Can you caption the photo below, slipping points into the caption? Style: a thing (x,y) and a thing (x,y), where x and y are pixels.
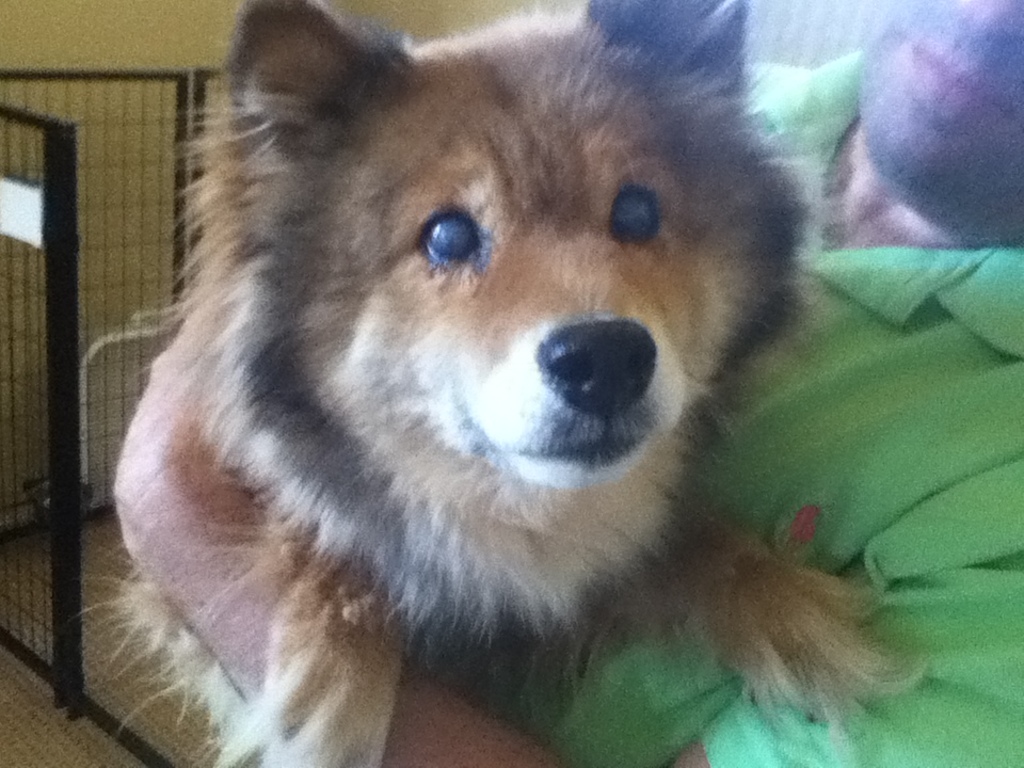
In the image there is a man (898,574) with green t-shirt (876,551) is holding the dog (357,387) in his hand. Behind them there is a fencing (43,237).
